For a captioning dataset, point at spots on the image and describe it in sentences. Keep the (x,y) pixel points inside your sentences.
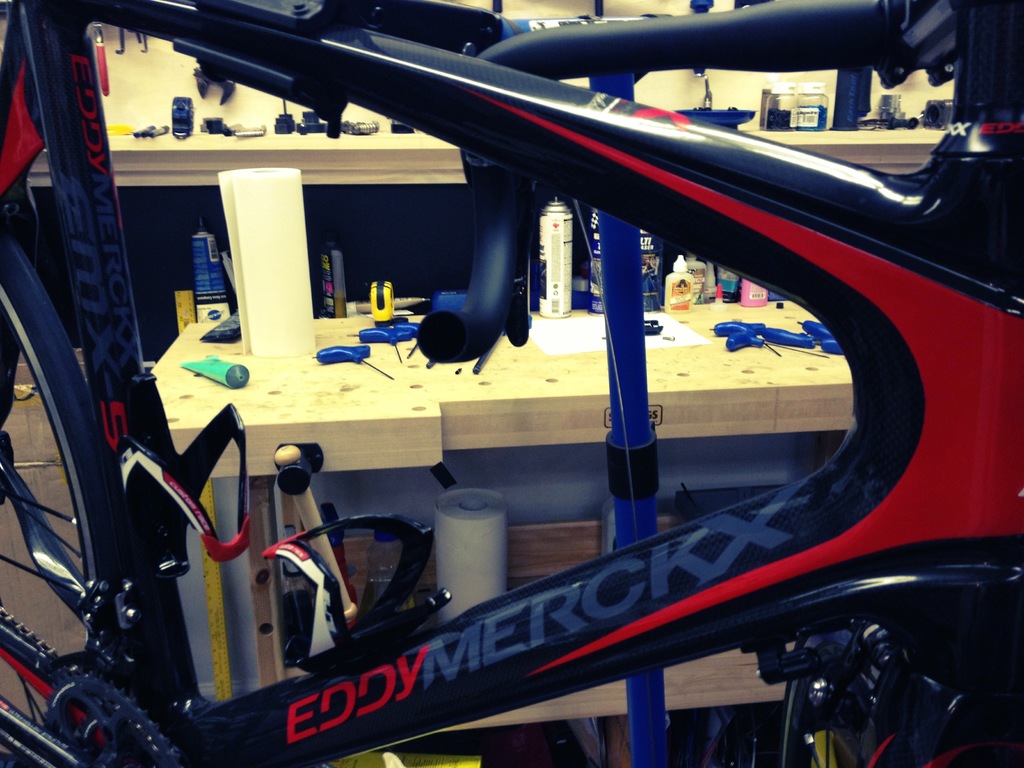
In this image we can see a bicycle (115,563). Behind the bicycle (489,312) we can see few objects (324,361) on the tables (274,389).
